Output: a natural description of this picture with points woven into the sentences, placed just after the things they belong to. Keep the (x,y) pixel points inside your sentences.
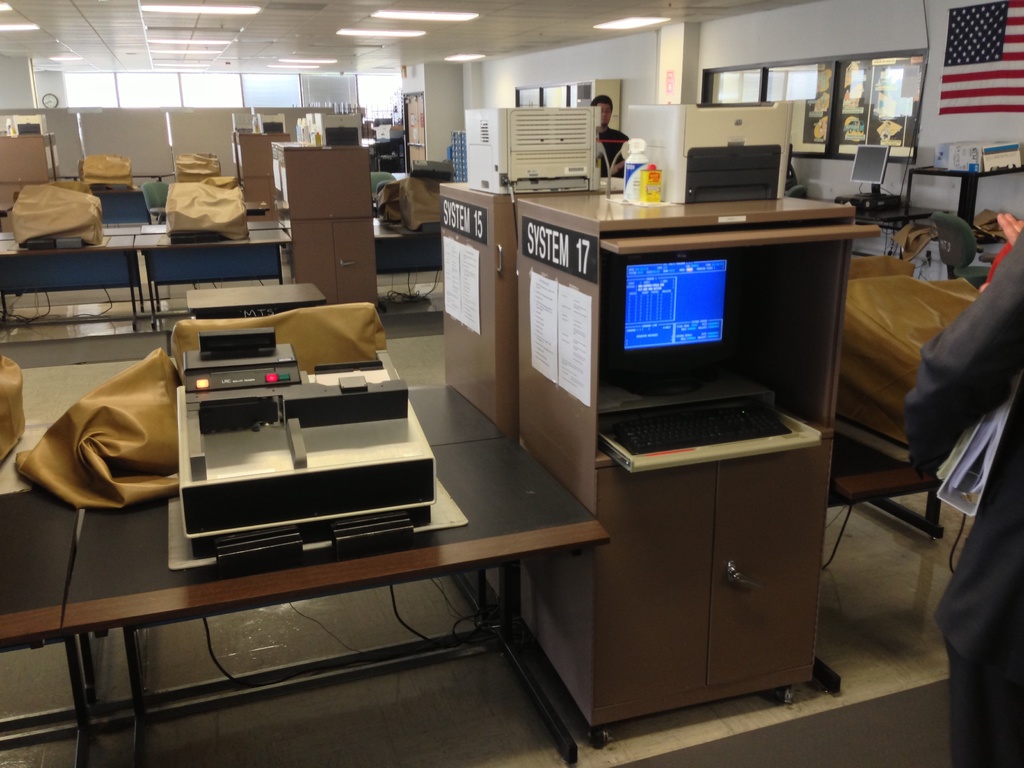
In front of this picture, we see a black table (109,556) on which we see printer (306,436) on it. Beside that, we see a brown table (781,531) with some text (549,258) written on it and we even see some papers (542,334) pasted on the table (575,430) and on that table (587,419), we see system (666,327) and the keyboard (726,410). Behind that, we see many tables (196,245) and printer (196,242) and on the right top of the picture (954,27), we see a flag (1023,60) which is in red and white color. Beside that, we see a notice board (873,81) on which papers (816,108) are pasted on it. Behind the table (279,135), we see windows (248,88) and on top of the picture (207,50), we see the roof (33,6) of that room (510,84) and in the middle of the picture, we see a man (616,133) standing.
